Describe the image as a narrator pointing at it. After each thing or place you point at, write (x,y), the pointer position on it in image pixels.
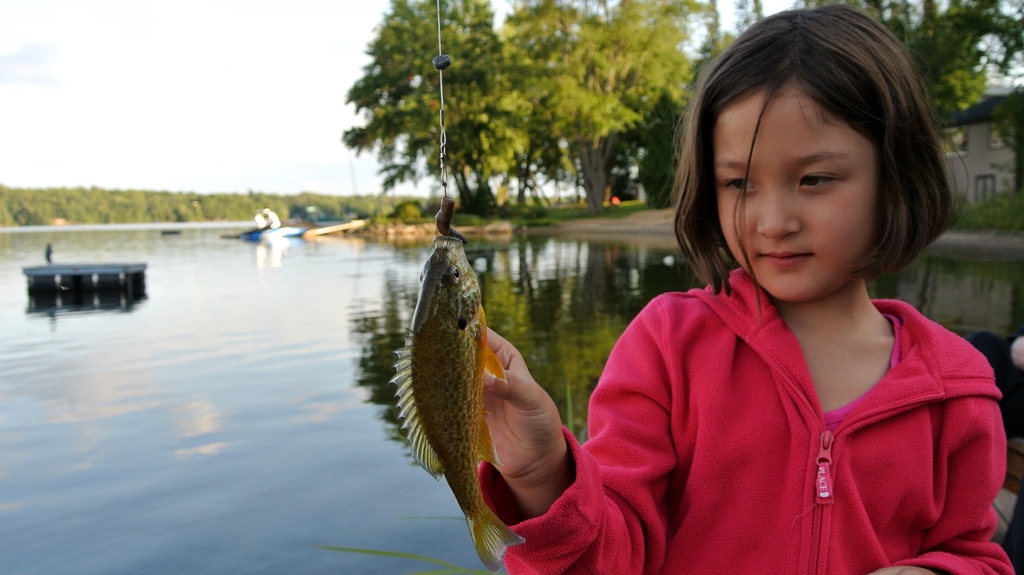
In this image we can see a girl (752,320) touching the fish (467,259) that is hanged from the top. In the background (252,151) we can see sky (294,86), trees (367,101), ships (290,229) and persons (268,218) on it, water (179,255), buildings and ground (579,220).
